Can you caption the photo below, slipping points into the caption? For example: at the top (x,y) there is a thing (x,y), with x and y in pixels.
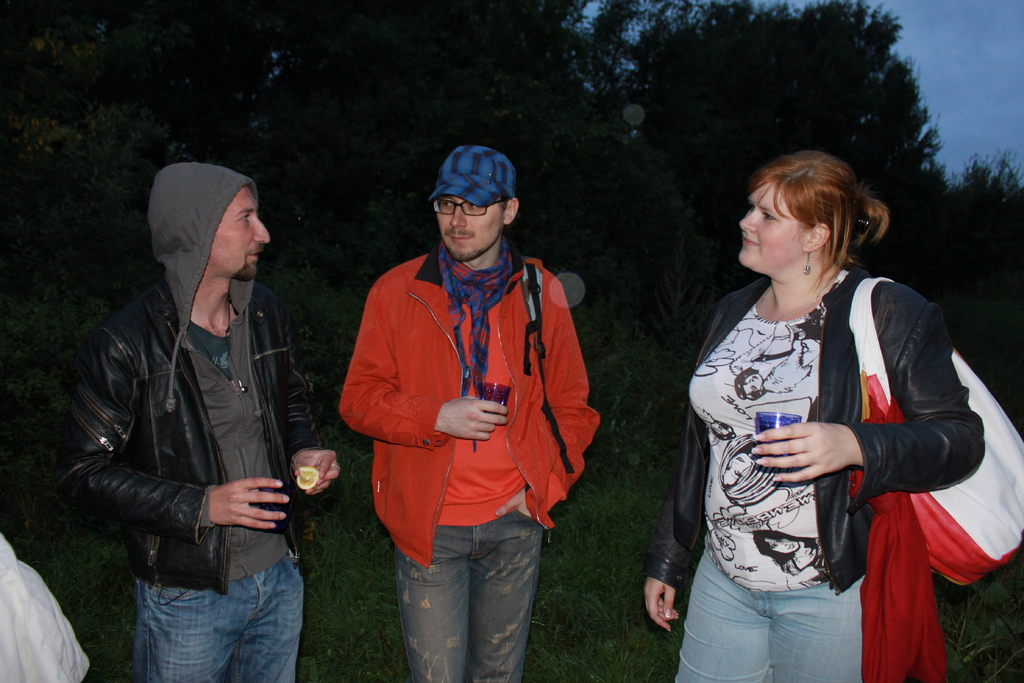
In this picture there are group of people (457,411) standing and holding the objects (288,506). At the back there are trees (916,236). At the top (944,122) there is sky (962,132). At the bottom (604,594) there is grass (322,596).
